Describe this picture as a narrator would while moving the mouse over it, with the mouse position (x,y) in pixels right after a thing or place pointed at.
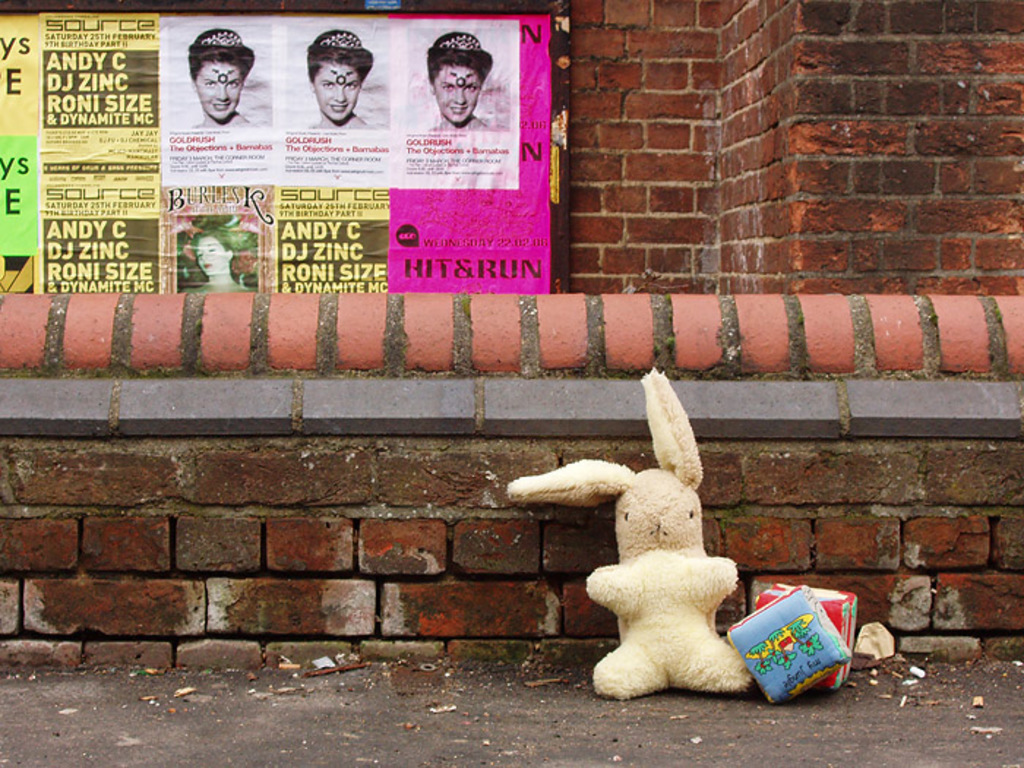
This picture is clicked outside. In the foreground (701,562) there is a soft toy (685,580) and some objects (815,642) are placed on the ground (231,684). In the background (831,171) we can see the brick wall (355,426) and we can see the posters (402,70) attached to the wall (592,140) on which we can see the text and the pictures (312,86) of persons (345,107).
